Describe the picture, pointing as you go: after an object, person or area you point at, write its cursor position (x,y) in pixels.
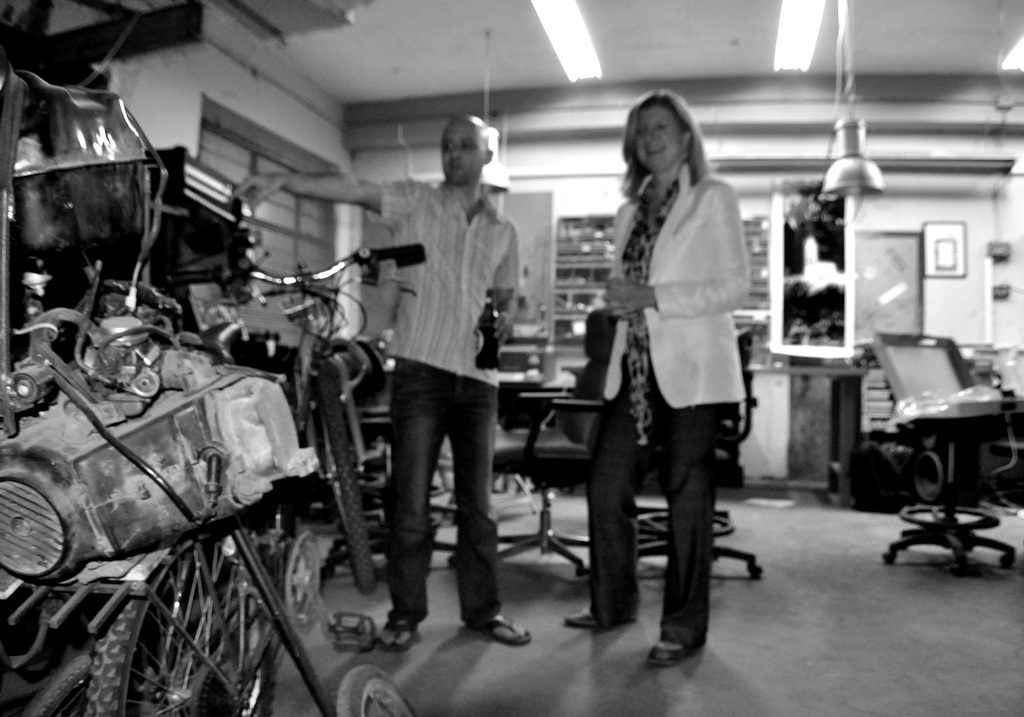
In this picture we can see a man (454,233) and woman (642,331), in front of them we can find a bicycle (298,276) and few machines (132,358), in the background (524,406) we can see few chairs (516,395), lights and few posters (949,230) on the wall (971,228), and it is a black and white photography.
